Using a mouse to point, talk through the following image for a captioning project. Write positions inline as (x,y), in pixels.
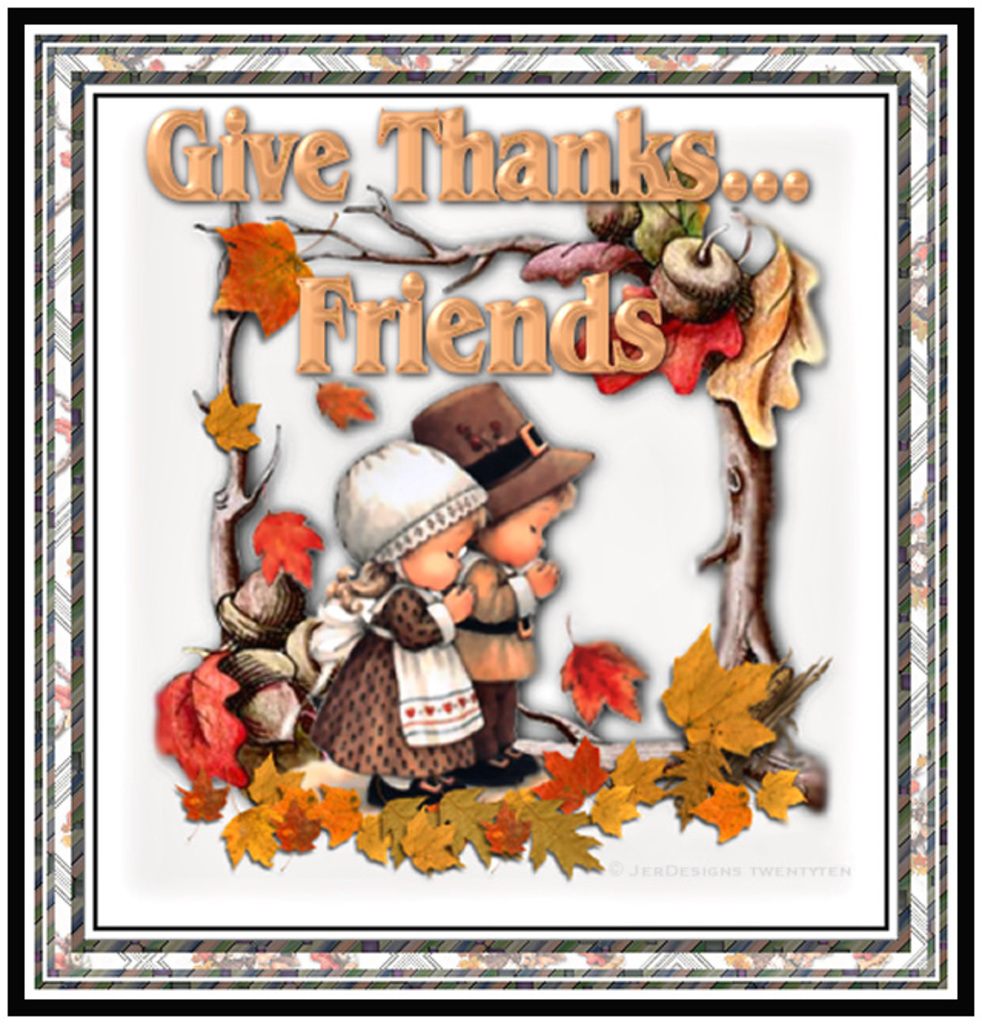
In the image there is a frame (179,1006) with painting (453,500) in it. In that painting (462,566) there are two persons (372,568), leaves (305,829), branches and fruits (238,656). And also there is text (402,123) on it.
